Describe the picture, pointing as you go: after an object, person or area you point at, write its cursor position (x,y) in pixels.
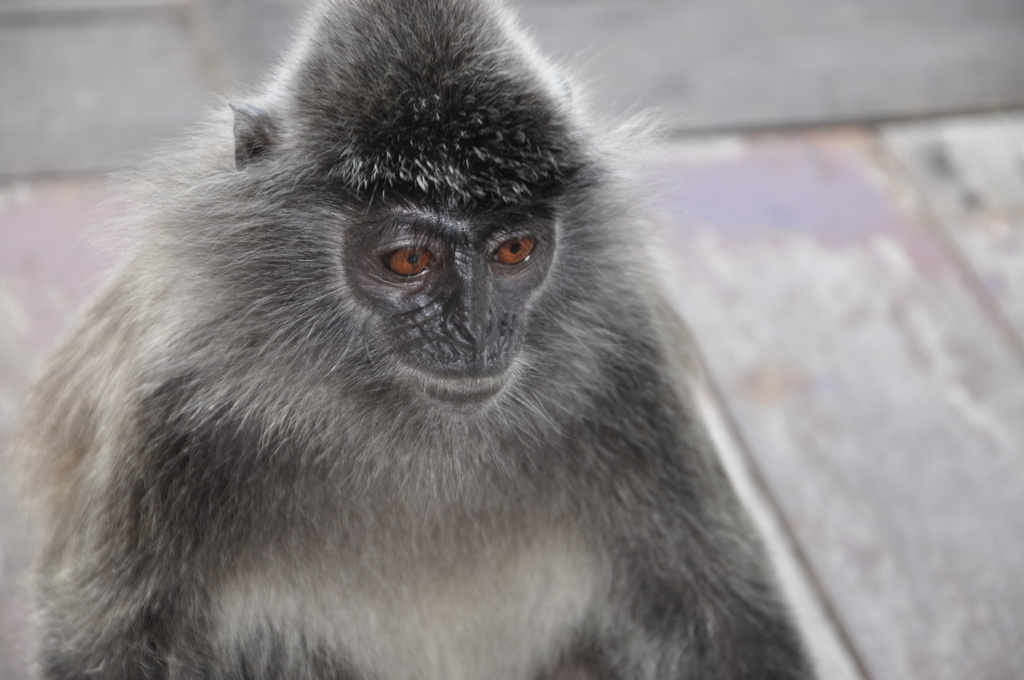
In the center of the image (656,447) there is a monkey (646,411). At the bottom of the image (897,619) there is floor (914,609).
